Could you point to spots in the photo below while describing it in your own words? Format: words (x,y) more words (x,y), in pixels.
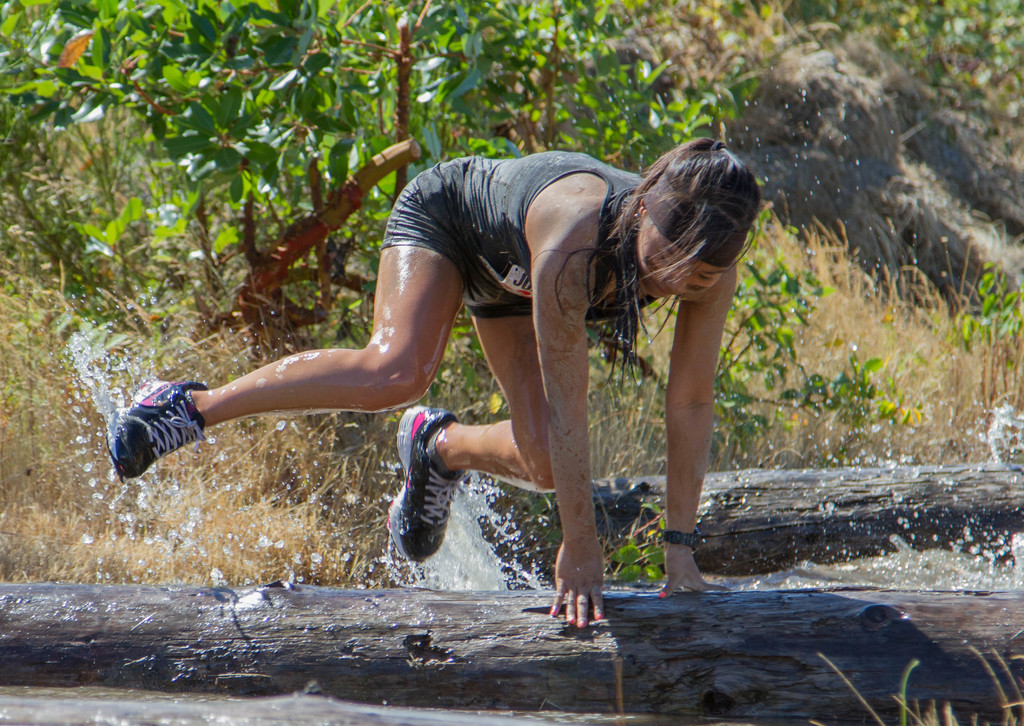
In this picture there is a woman (535,275) wearing shoes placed both of her hands (674,549) on a wooden object (628,636) and there is water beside her and there are few trees (574,47) and dried grass (914,336) behind her.
